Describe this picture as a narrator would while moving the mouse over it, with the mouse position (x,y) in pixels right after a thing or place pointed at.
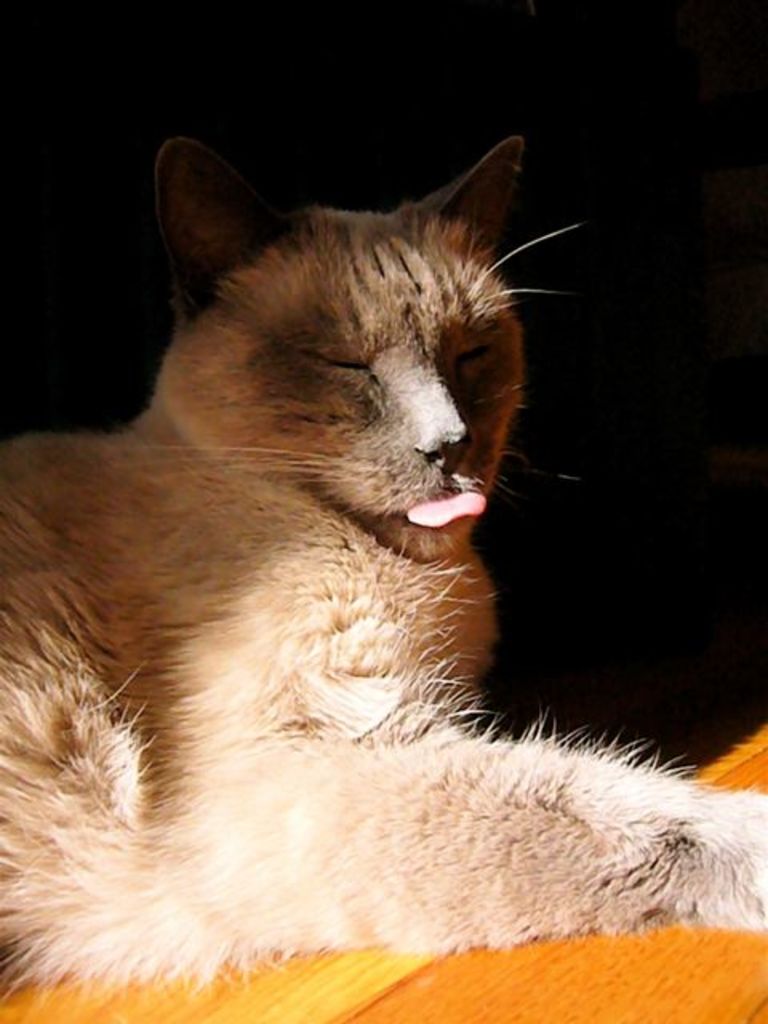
In this picture we can see an animal (169,693) is lying on an object (241,1009). Behind the animal (138,589), there is the dark background (48,291).
